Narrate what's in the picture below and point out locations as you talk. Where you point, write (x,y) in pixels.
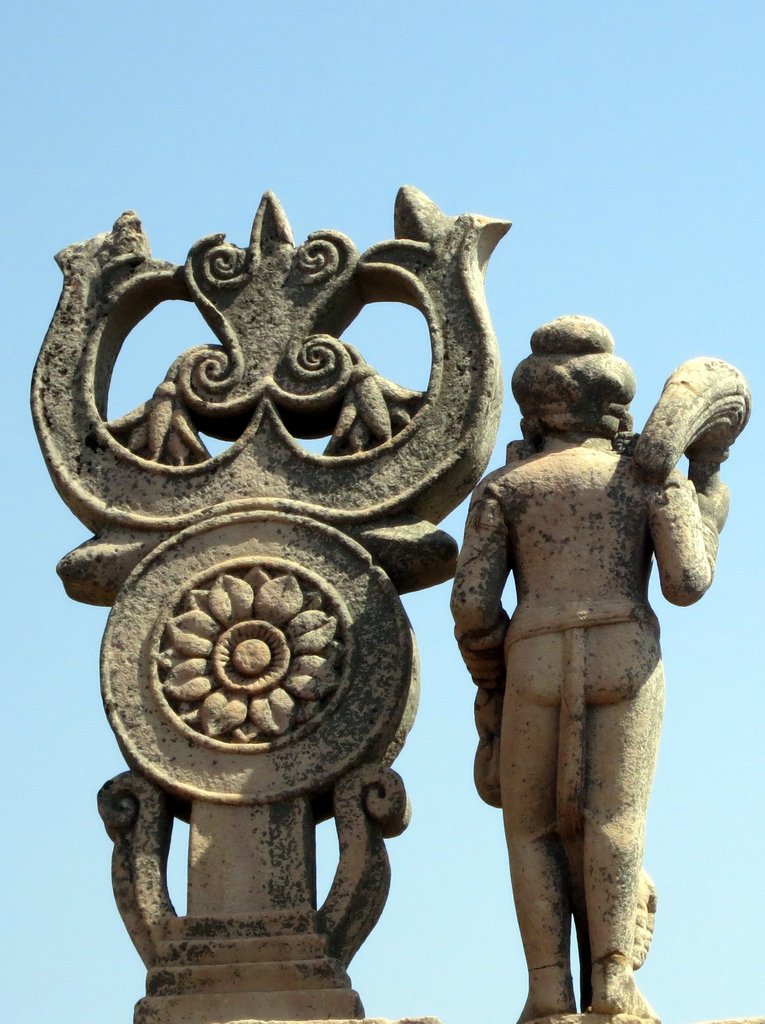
In this picture we can see few statues (579,695) in the middle of the image (409,558).
